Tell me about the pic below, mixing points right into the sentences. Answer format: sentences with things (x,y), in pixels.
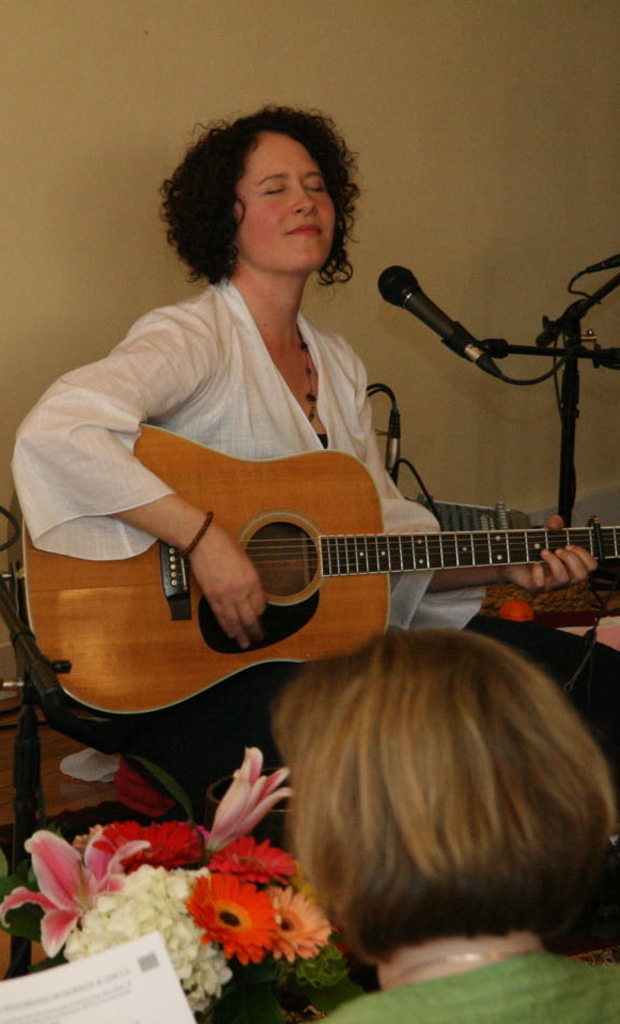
In this image there is woman (122,724) sitting and playing guitar (270,569). In front of her there is a microphone (408,307). There is wall (467,197) behind her. To the below left corner (148,889) there are flowers (157,895) and a paper (112,972). To the below right corner (508,883) there is a head (391,867) of a person (447,867).
